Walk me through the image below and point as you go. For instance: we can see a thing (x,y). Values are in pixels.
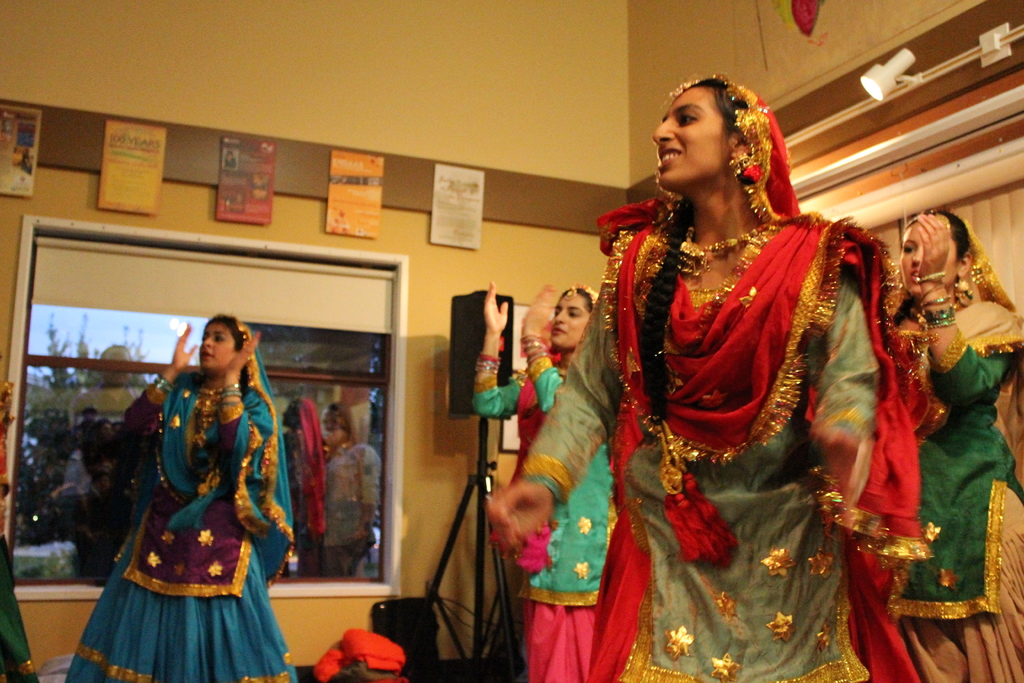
The picture consist of women (793,446) dancing in traditional costumes (669,430). In the center of the picture (486,437) there is speaker (483,335). On the left (147,283) there are posters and window (362,283). On the right (905,58) there is a light (897,69). at the top (531,33) it is wall (543,57). At the bottom (368,654) there are covers (389,650) and backpack (417,630).
